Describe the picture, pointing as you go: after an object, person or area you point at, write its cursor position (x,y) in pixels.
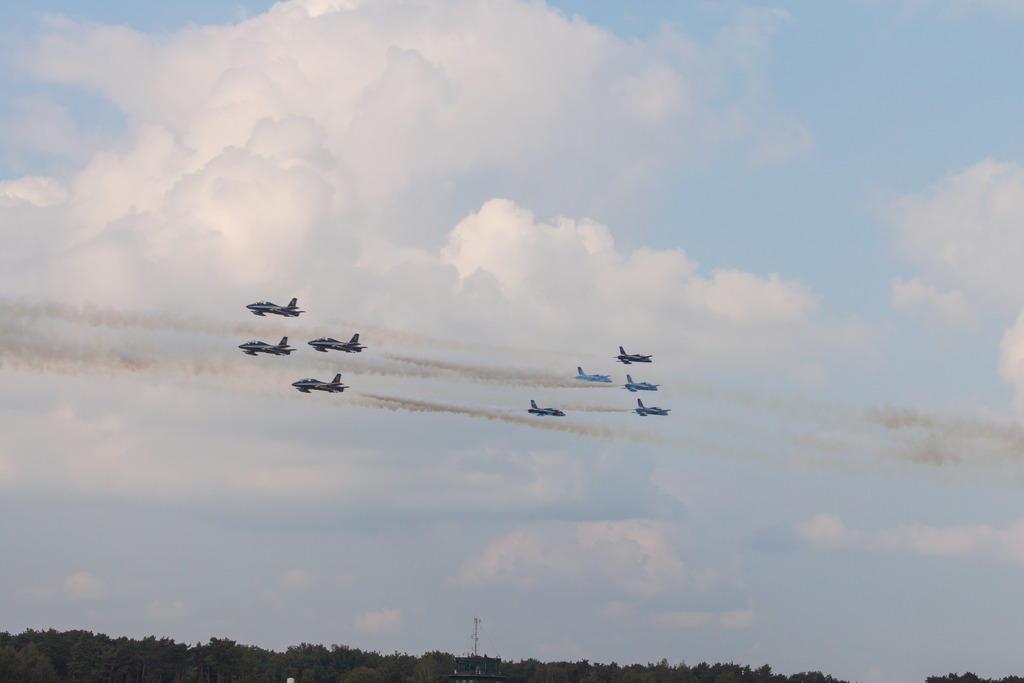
Few aeroplanes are flying in the air (557,382), at the bottom (321,665) there are trees (397,665).
